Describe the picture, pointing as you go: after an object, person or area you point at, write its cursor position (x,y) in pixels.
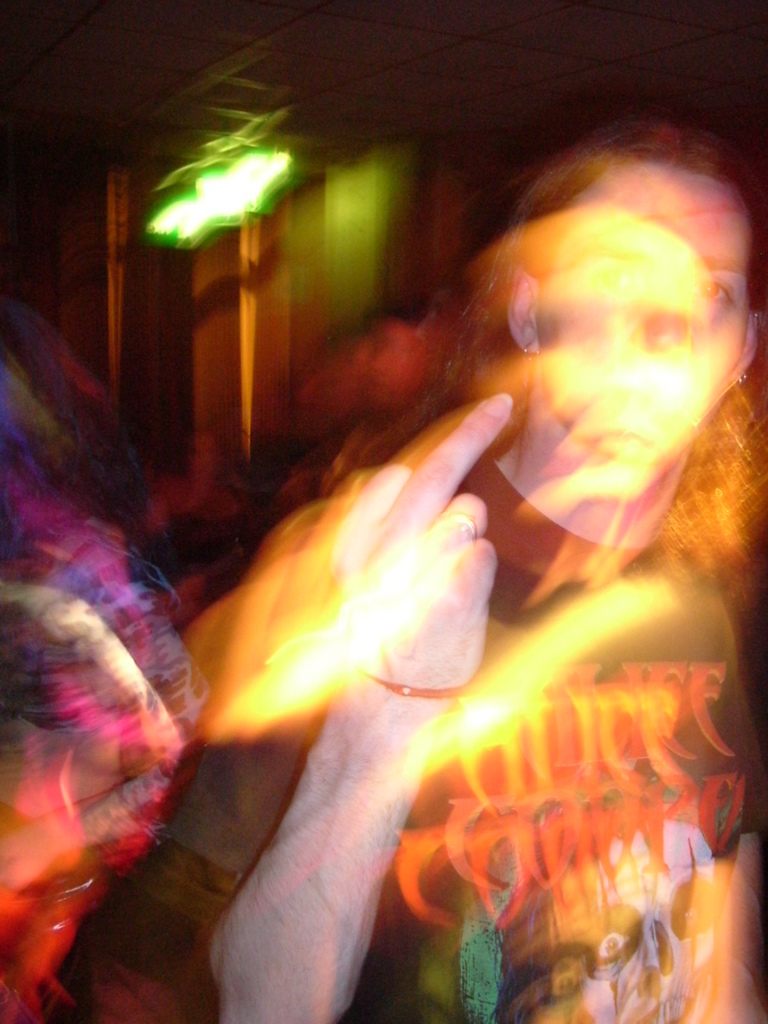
In this image I can see the person (549,802) and the person (214,942) is wearing black color shirt (458,843) and I can also see few lights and I can see the blurred background (4,161).
